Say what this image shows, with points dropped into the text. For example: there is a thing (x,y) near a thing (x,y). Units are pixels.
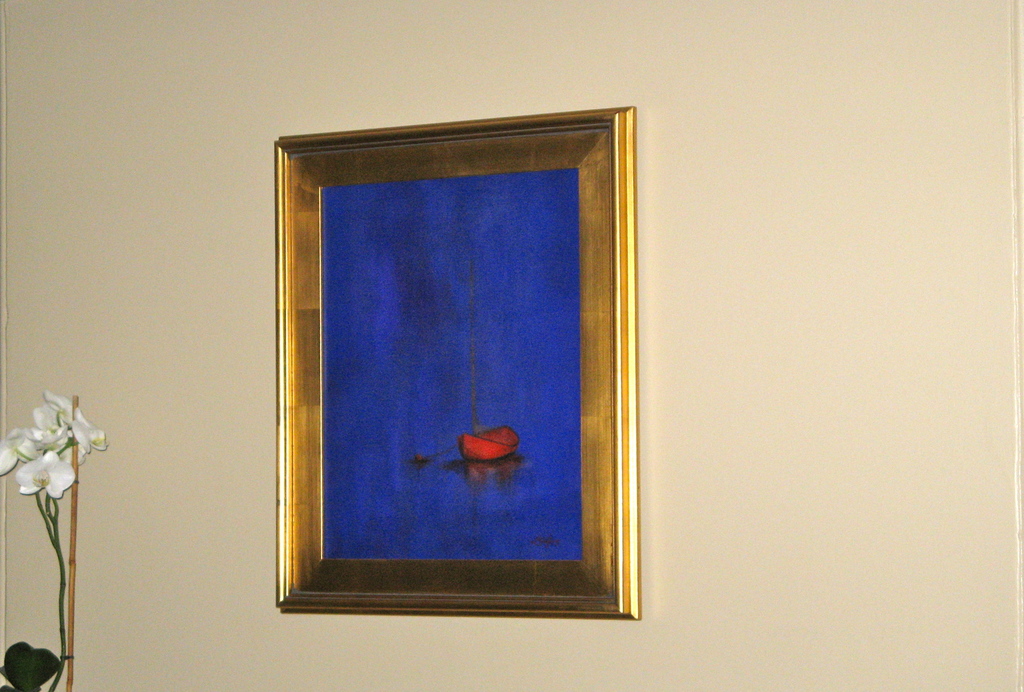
In this image we can see a photo frame (305,189) on the wall (185,261). In the frame (473,391) we can see a boat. In the bottom left (48,485) we can see flowers (14,432) to a plant (21,678).
